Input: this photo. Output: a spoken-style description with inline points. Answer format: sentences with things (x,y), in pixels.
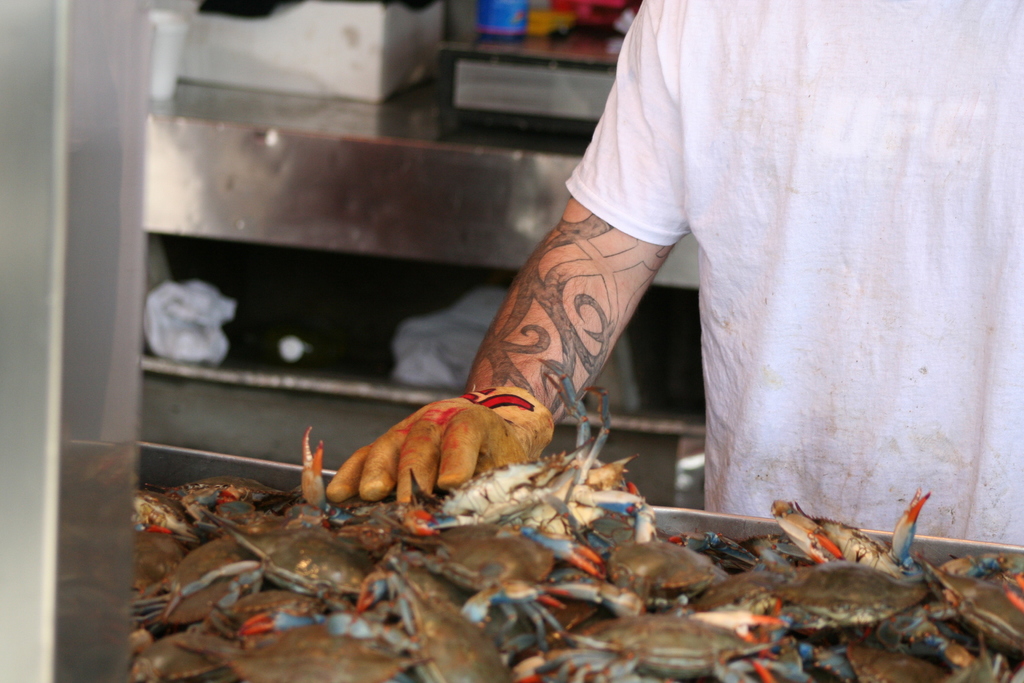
In this image there is a person (746,245) standing. The person (453,419) is wearing gloves (461,445). In front of him there are crabs (536,584). Behind him there are metal tables (308,241).
